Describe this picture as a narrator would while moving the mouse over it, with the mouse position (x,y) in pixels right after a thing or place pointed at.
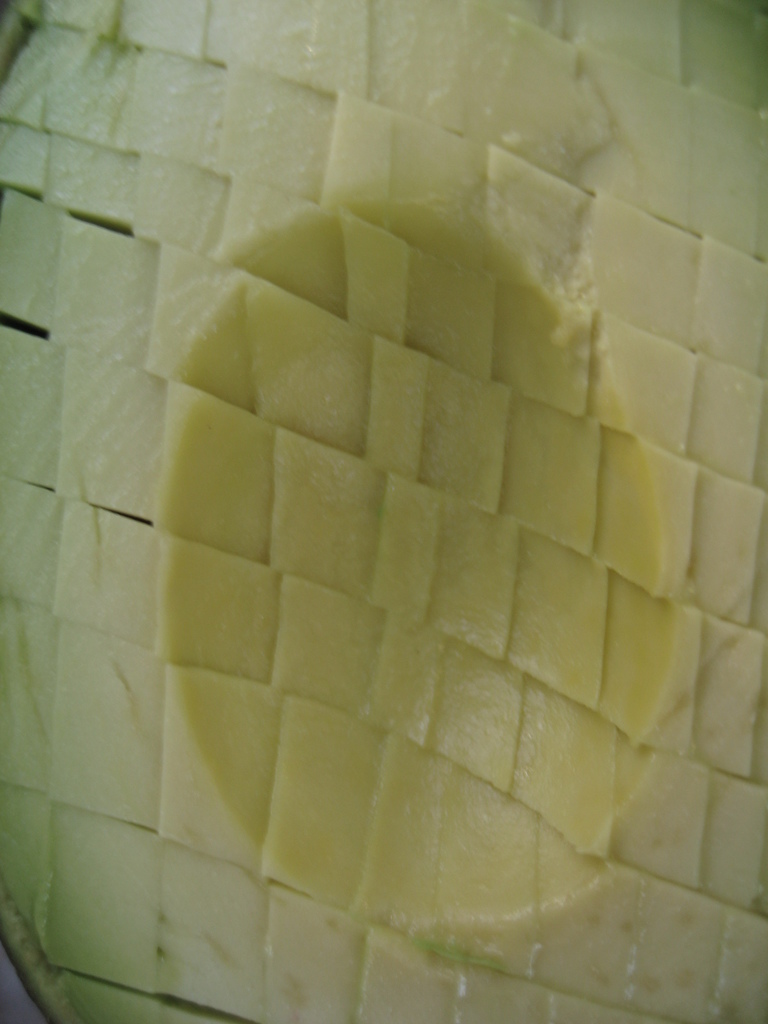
In the picture there is a food item (76,605) present.
